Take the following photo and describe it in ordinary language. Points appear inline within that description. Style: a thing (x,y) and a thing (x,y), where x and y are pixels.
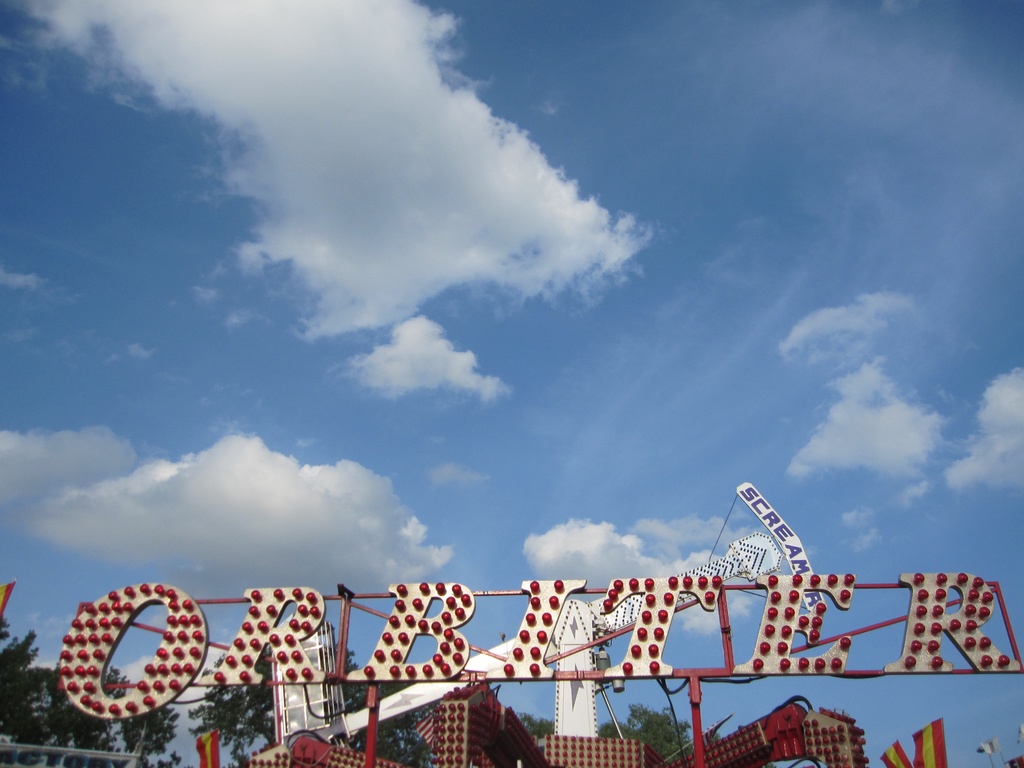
In this image, we can see boards (774,605), bulbs (763,650), flags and trees (204,693) and lights (490,709). At the top (442,249), there are clouds (527,293) in the sky (542,346).
